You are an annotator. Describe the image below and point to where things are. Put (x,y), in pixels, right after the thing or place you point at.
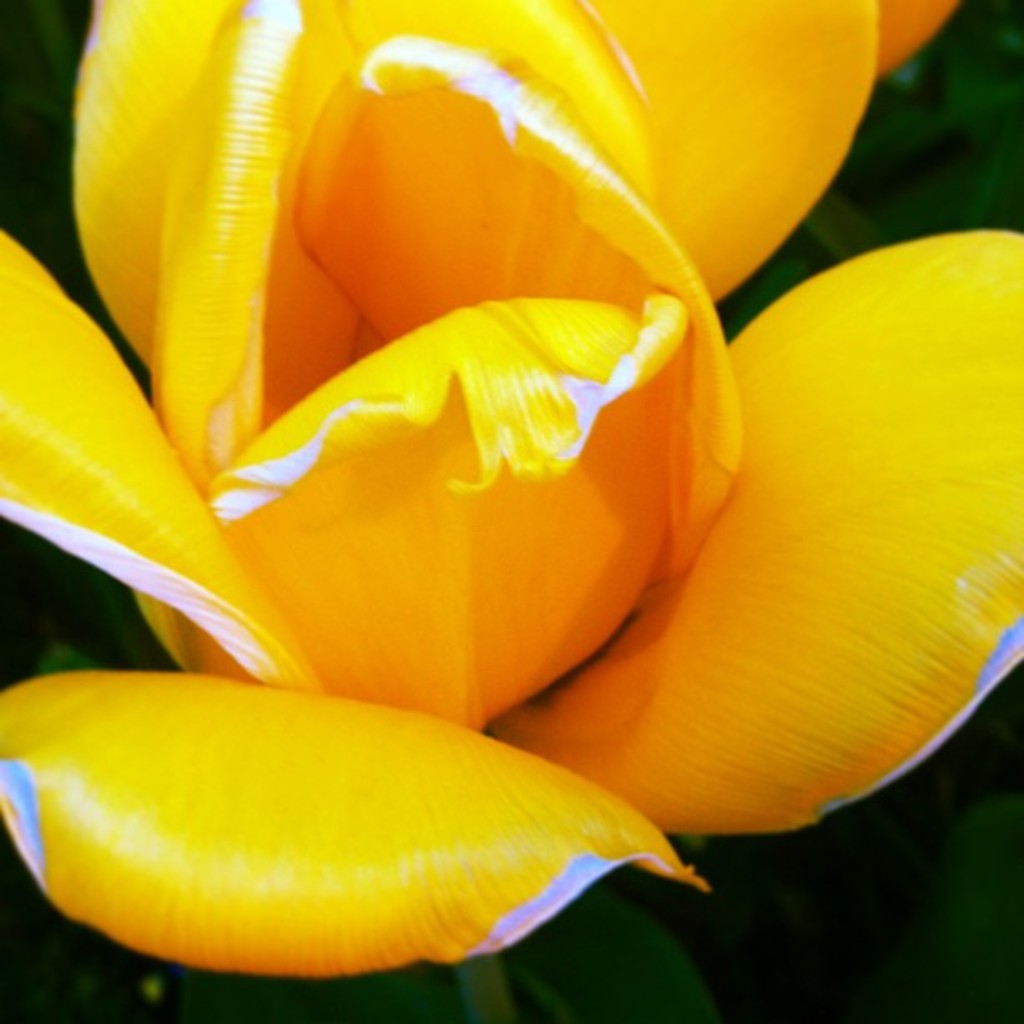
In this picture I can see a flower (816,546) which is of yellow color. In the background (41,250) I can see the green color things (968,106).
